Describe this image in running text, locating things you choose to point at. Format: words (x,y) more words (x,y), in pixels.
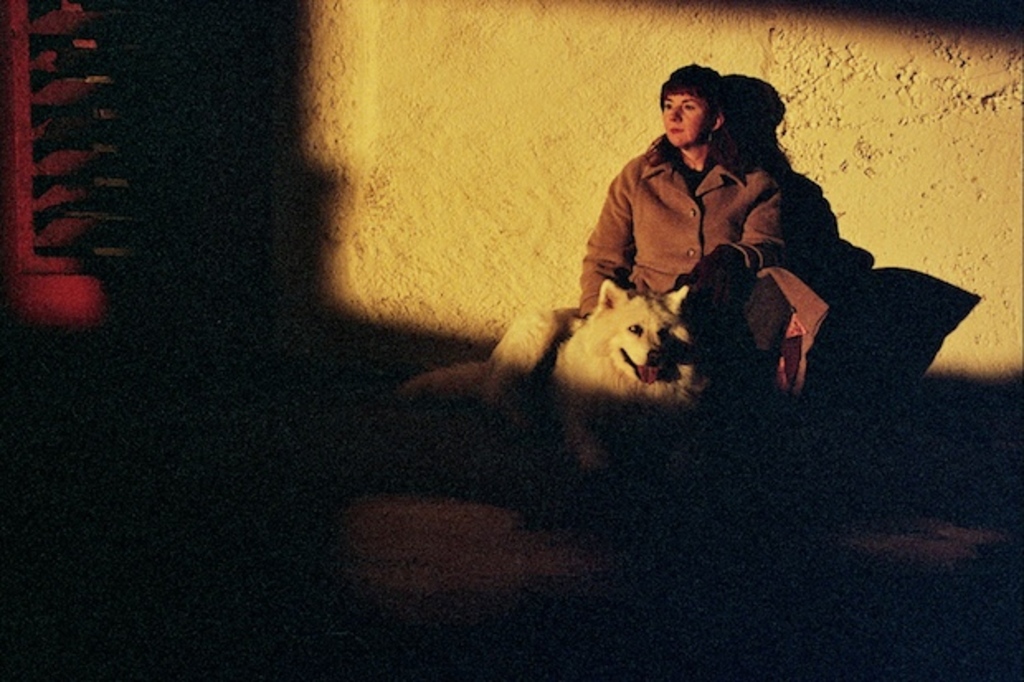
In this image I can see a woman (801,334) with a white color of dog (544,349). I can also see woman (655,262) is wearing a jacket of brown color (722,238).
